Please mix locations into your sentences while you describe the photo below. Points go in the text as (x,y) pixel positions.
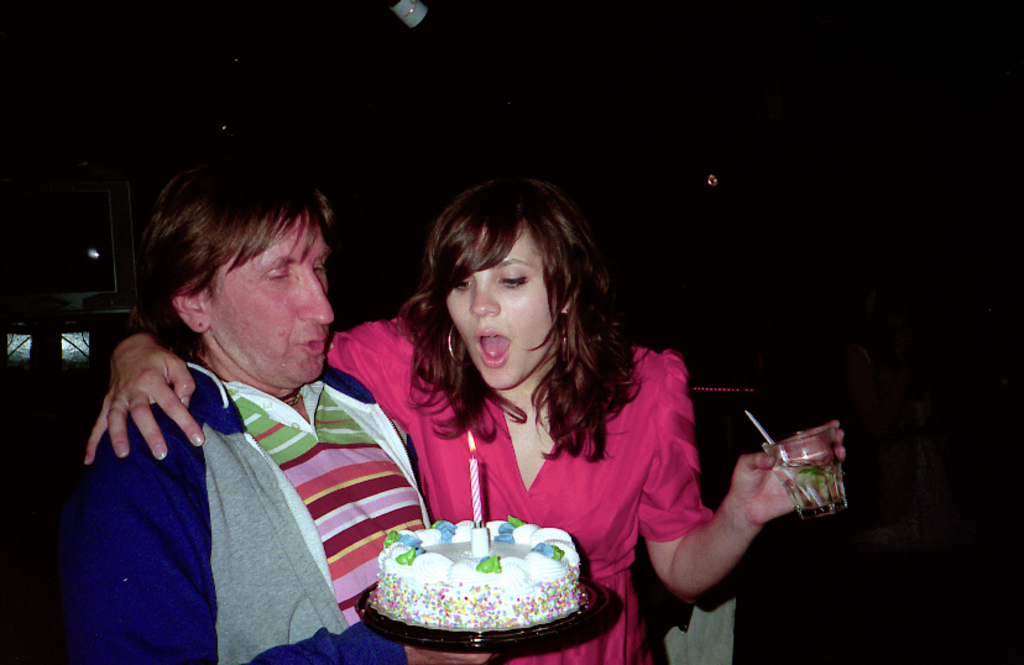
As we can see in the image in the front (232,388) there are two people (449,356) standing. The man (323,371) standing on the left side (220,367) is wearing blue color jacket (159,571) and holding cake (505,623). On cake (505,623) there is a candle (474,492). The woman (424,488) standing in the middle (362,343) is wearing pink color dress (627,478) and holding glass (795,476). The background (1008,413) is dark.
